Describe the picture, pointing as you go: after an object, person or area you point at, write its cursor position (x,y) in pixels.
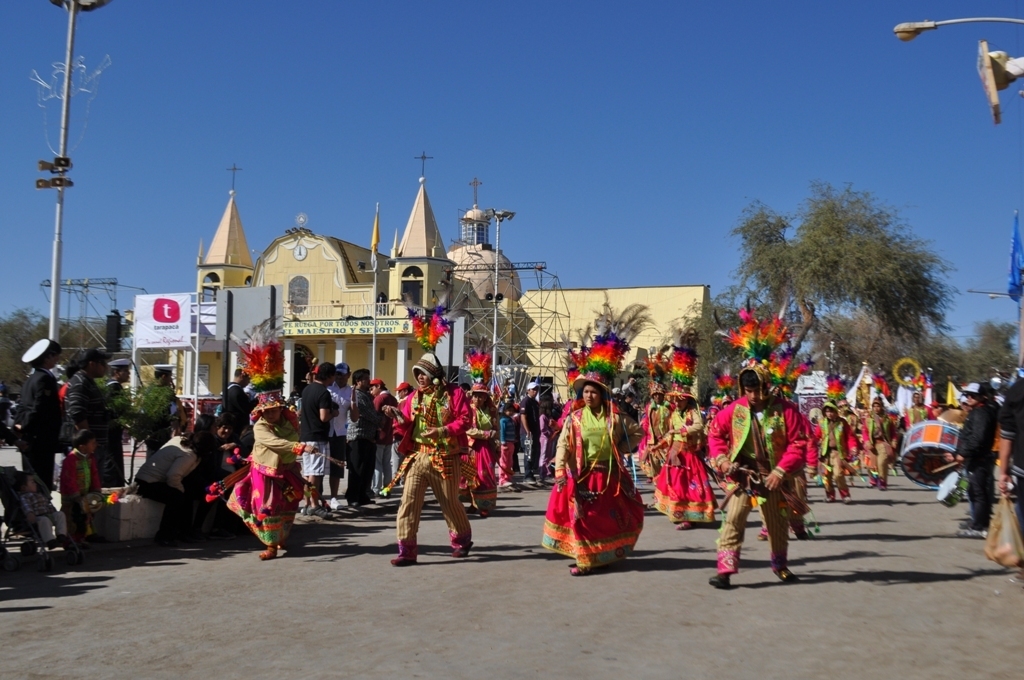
The picture is taken outside a city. In the foreground of the picture (669,465) there are people (602,485) dancing on the road (664,627). On the right (936,444), there are people (971,455) playing drums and a few people (1018,436) standing. In the center of the picture (432,285) there are trees (853,298), a church (357,269), street lights (502,218) and flag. Sky (299,95) is clear and it is sunny. On the left (322,438) there are people (42,434) standing.
